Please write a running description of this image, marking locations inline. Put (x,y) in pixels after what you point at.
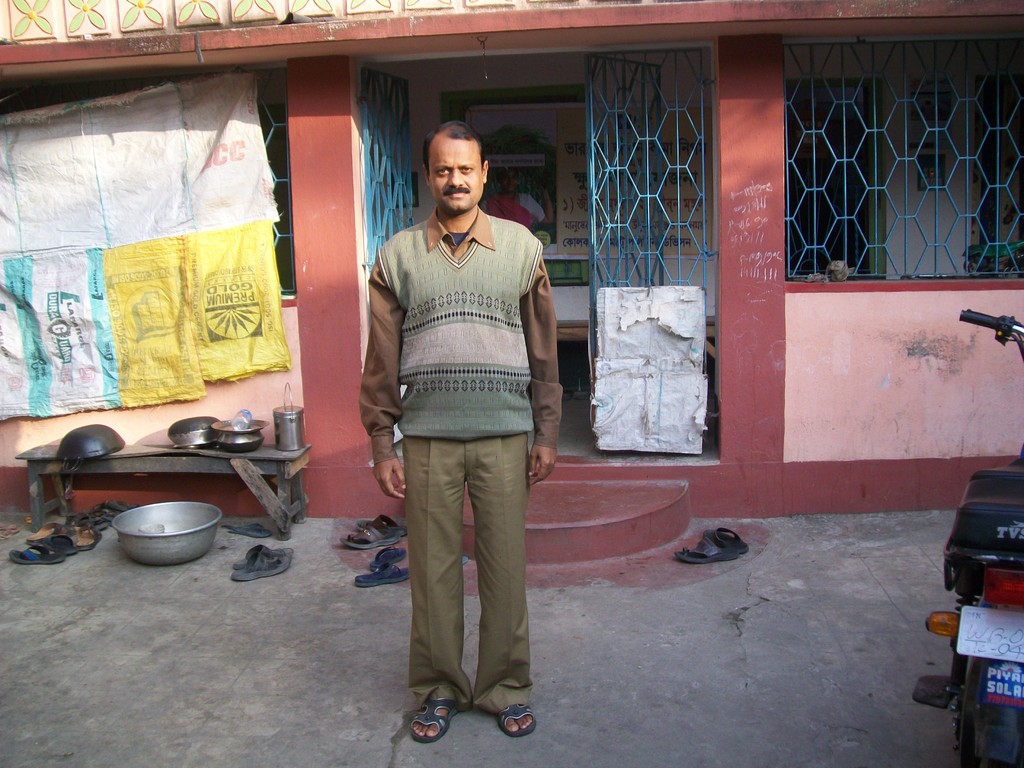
In this image there is a person (469,393) standing, there is a vehicle (992,507) truncated towards the right of the image (1004,716), there are footwear (275,558) on the ground (322,559), there is a vessel (164,539) on the ground (223,634), there is a bench (266,461) on the ground (305,528), there are vessels (223,435) on the bench (279,522), there is a building (913,190) truncated, there are objects (96,190) truncated towards the left of the image (21,169), there is a gate (606,181), there is a wall (877,359), there is a banner (580,160) on the wall (896,324), there is text (570,147) on the banner (572,133), there is text (756,257) on the wall (754,270).
